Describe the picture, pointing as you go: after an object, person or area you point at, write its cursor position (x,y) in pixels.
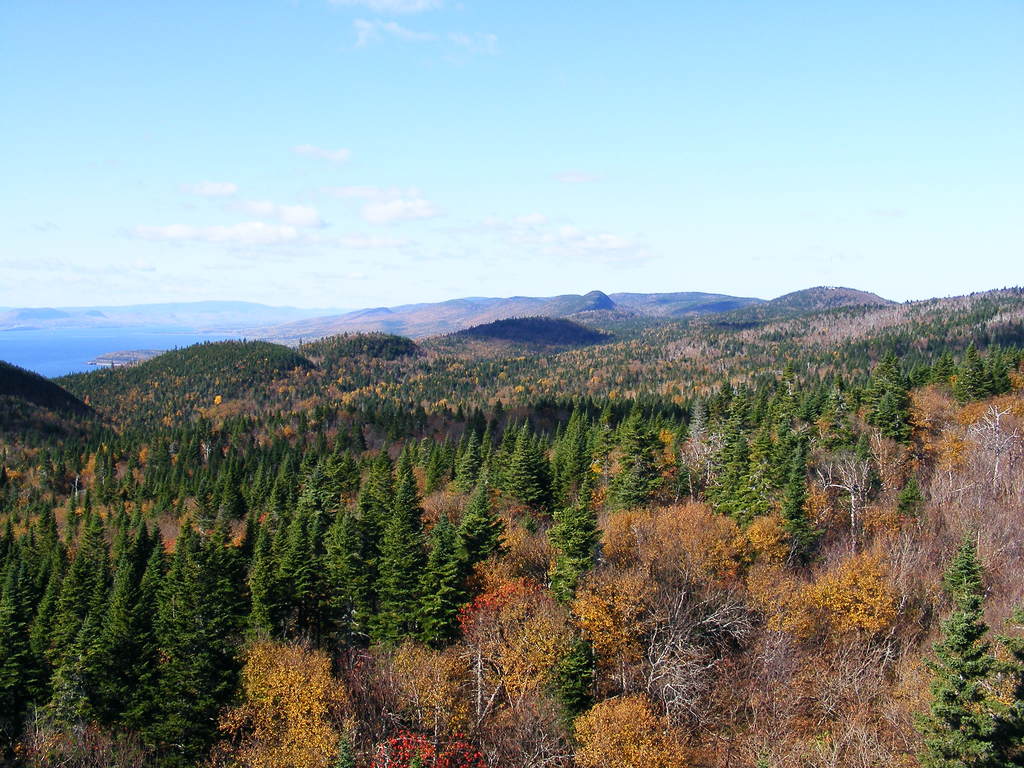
In the picture we can see, full of trees (883,541), some are orange in color and some are yellow in color and far away from it also we can see full of trees (114,400), hills (36,389) and sky (428,240) with clouds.
